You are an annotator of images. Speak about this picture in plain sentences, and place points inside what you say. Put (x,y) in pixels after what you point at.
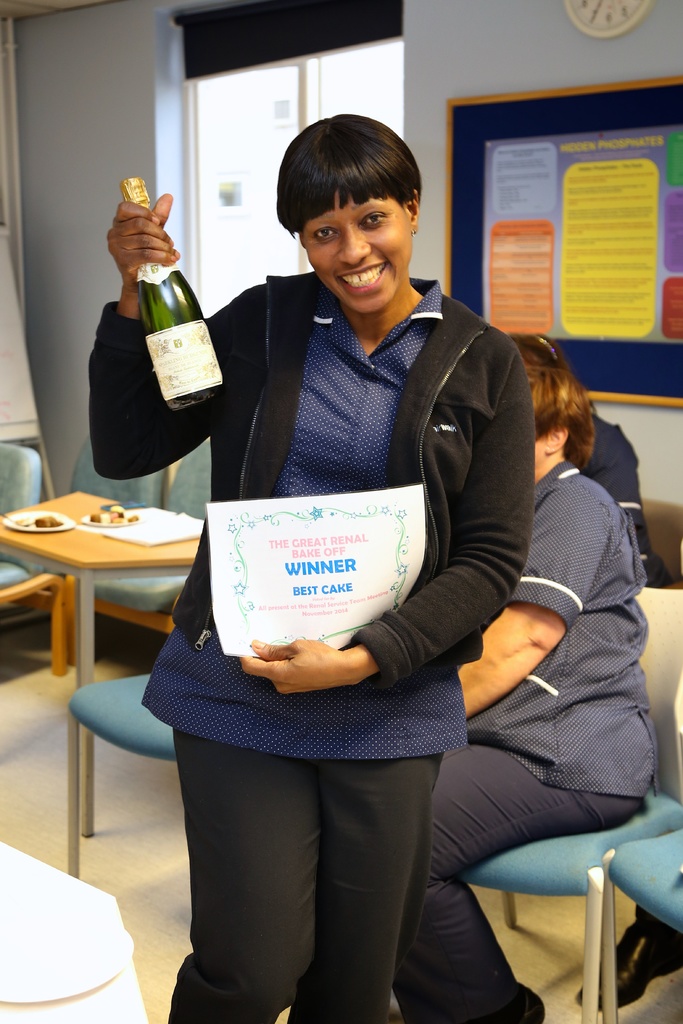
As we can see in the image there is a grey color wall (68,117), window (234,113), clock (580,11), poster (573,164), chairs (12,454) and tables (155,567) and there are three peoples (486,593) and the woman (276,651) who is standing here is holding bottle (170,397) and paper (288,568).
